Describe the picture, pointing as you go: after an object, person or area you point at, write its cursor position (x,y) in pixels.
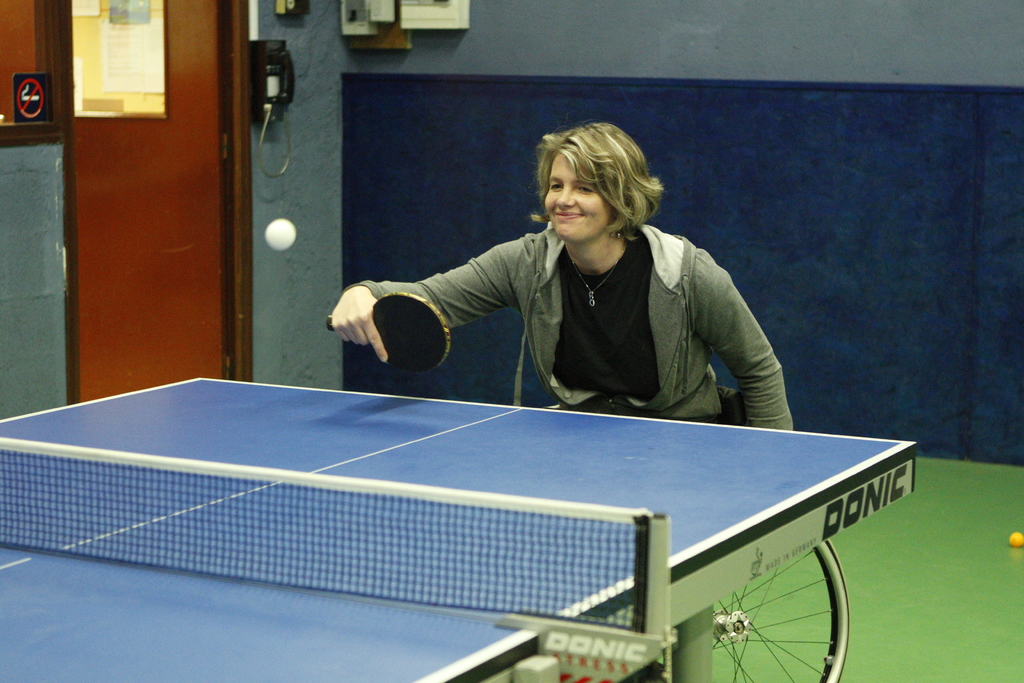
In this image a woman (572,308) is playing table tennis by holding a bat (424,319) in her hand (386,356) and smiling. I can also see there is a table (276,522) with a net (321,540) on it. I can also see there is a door (134,134) and a wall (784,137).
